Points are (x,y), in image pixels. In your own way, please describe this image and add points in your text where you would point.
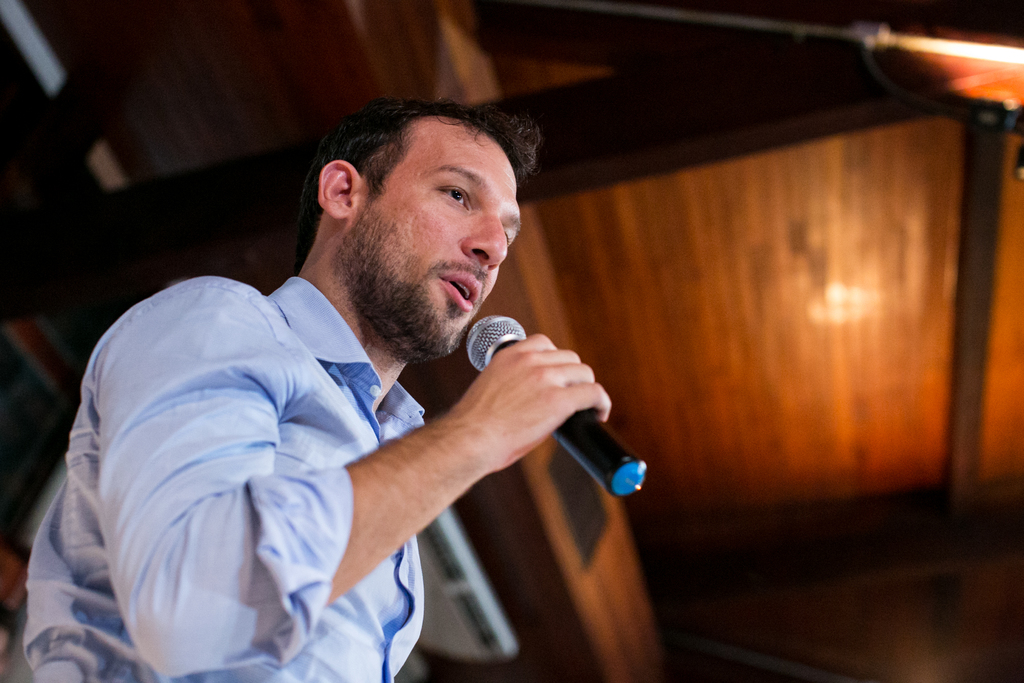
this picture shows a man (267,416) holding a mic (511,333) in his hand (560,394) and talking. In the background (779,409) there is a ceiling (758,257) made up of wood (641,220).
